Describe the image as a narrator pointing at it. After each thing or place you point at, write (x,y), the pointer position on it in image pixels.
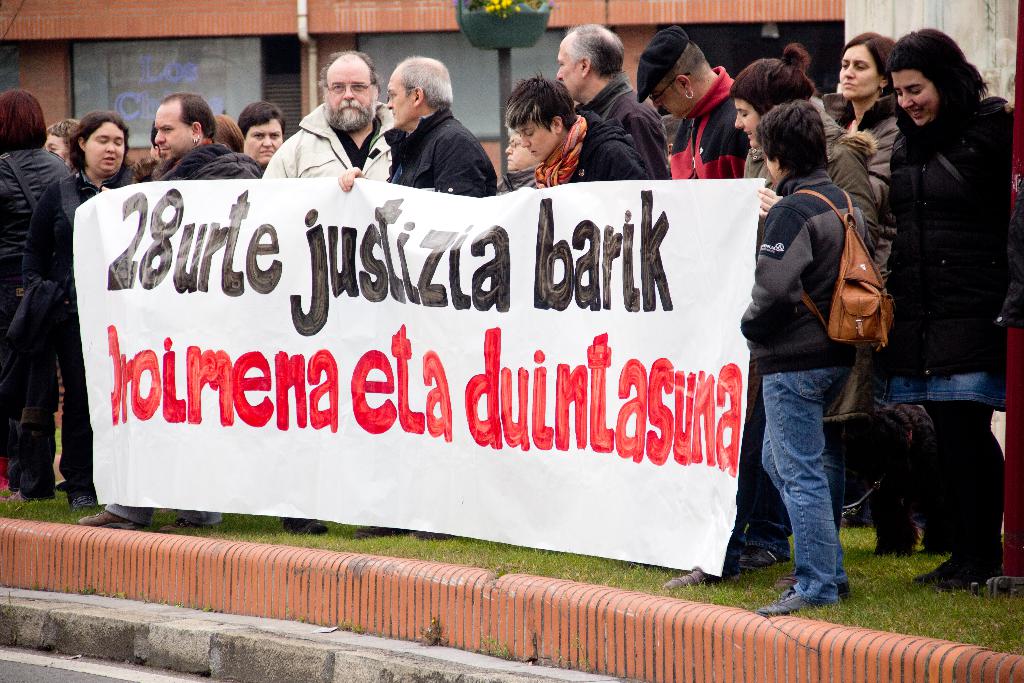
In this image we can see some group of persons (28,333) standing on ground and holding some board (423,383) in their hands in which there are some words (282,399) written, in the foreground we can see road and in the background of the image (66,96) there is a house (407,57).
